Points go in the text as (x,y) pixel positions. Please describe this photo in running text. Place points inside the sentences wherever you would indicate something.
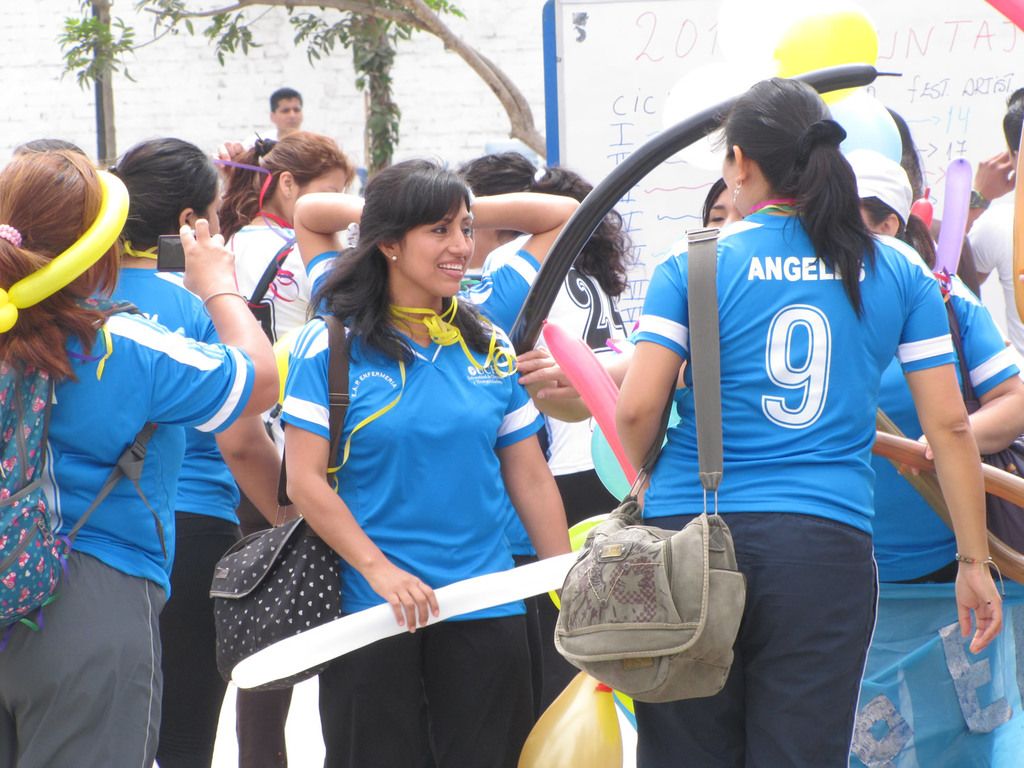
In this image, we can see a group of people (625,449) are standing. They wear a t-shirts (485,443) and pants (428,628). And they are holding bags (323,570). Here we can see backpack (27,528). The left side of the image (82,423), we can see woman (141,331) is holding a camera (171,258). The center of the image (442,394), the woman (450,353) is smiling. We can see her lips (456,267) are open. We can see balloons (656,154) here. Background (300,111), there is a tree (518,105) and man (284,115) also we can see. Here we can see a board (659,78) white color.
